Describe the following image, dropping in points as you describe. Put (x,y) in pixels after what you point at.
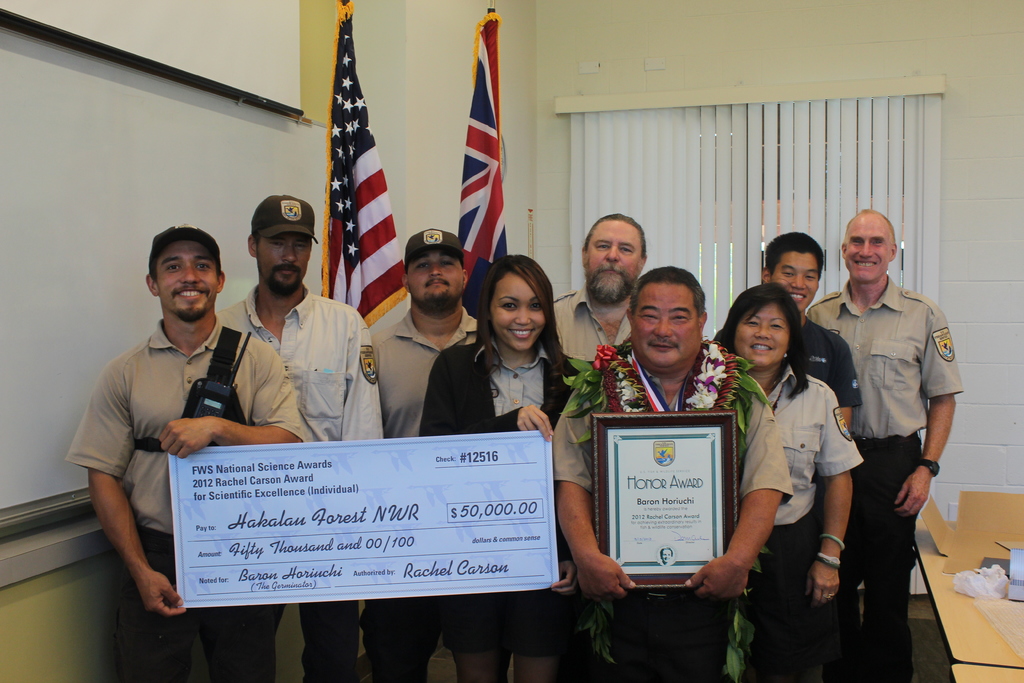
In this image there are people (417,365) standing. They are smiling. The man (171,446) to the left (176,421) is holding a board (283,510). The man (566,524) to the right (686,532) is wearing garlands (603,386) and holding a certificate frame (642,502). Behind them are window blinds (698,165) to the wall (690,13). There are flags (371,195) to the poles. To the left (112,121) there is a projector board (104,222) on the wall (7,589). To the right (966,635) there is a table (968,601).
